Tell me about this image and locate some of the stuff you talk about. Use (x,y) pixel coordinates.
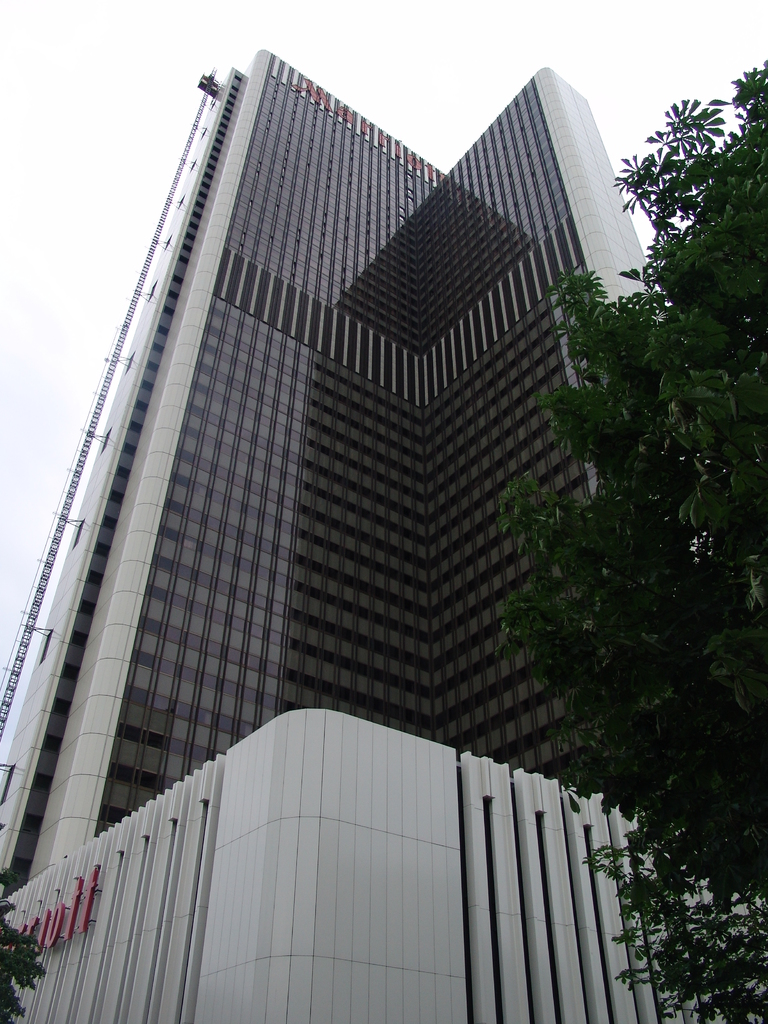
In this picture we can see leaves (641,795) and building (280,685). In the background of the image (120,44) we can see the sky (131,93).
